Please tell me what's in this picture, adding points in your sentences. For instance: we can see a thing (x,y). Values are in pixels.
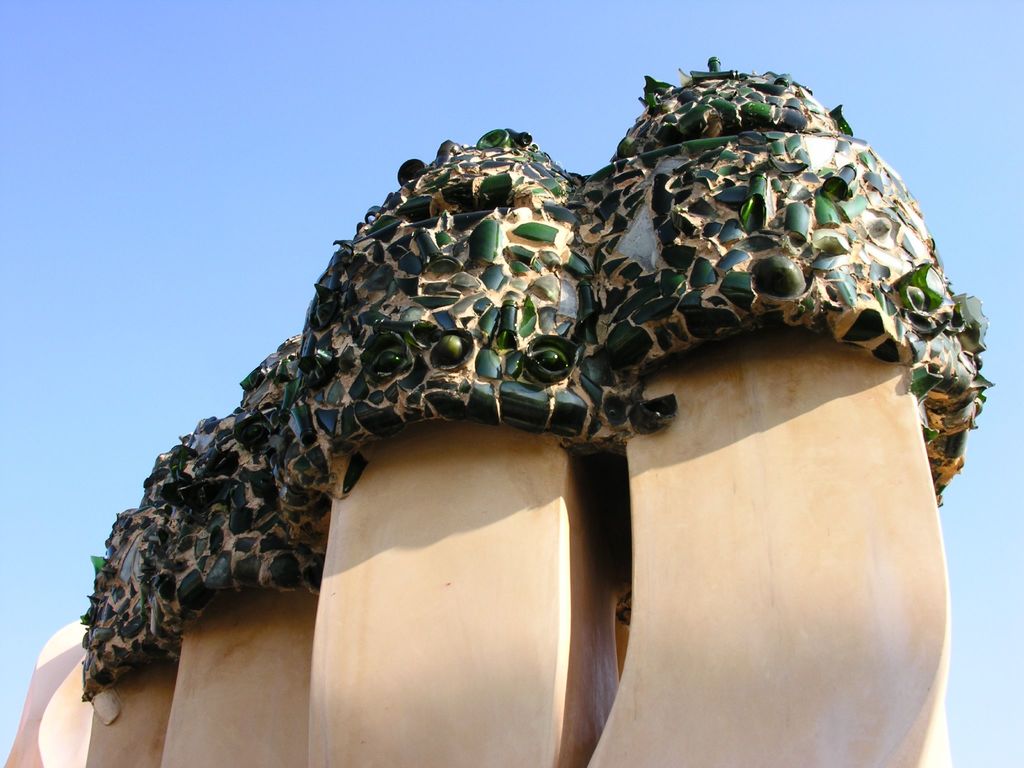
It is a structure (635,544) and there are green color bottle pieces (468,320) in it.
